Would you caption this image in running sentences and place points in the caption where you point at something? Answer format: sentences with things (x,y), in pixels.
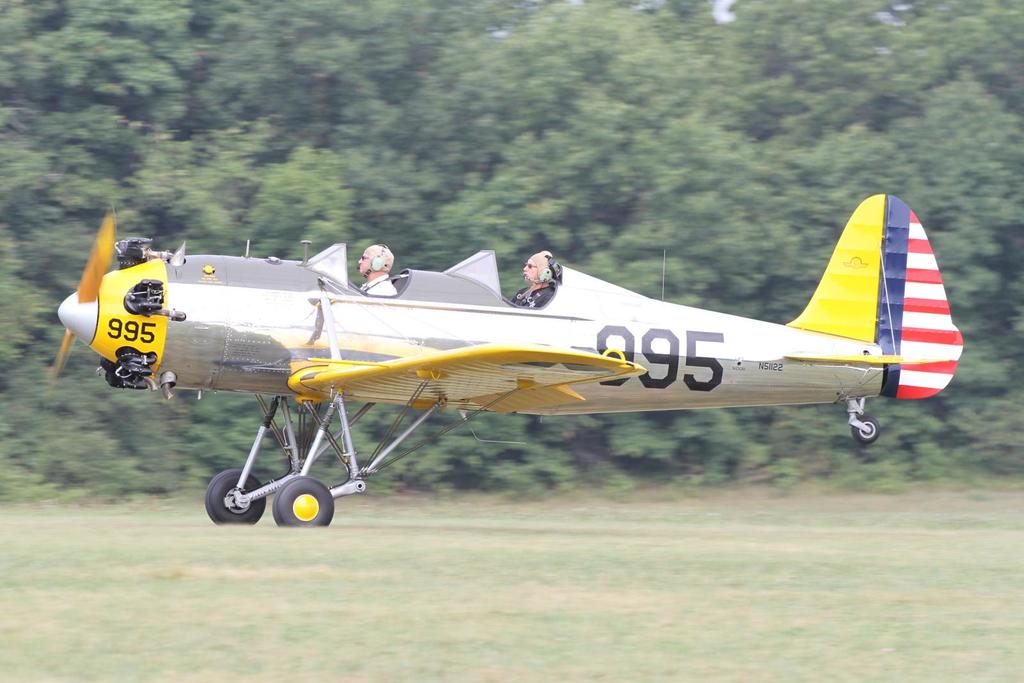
In this image in the front (551,605) there's grass (554,577) on the ground (562,597). In the center (370,384) there is an airplane (445,360) and there are persons (371,291) sitting in the airplane (428,313) and there are some numbers (655,355) written on it. In the background (389,180) there are trees (491,142).
